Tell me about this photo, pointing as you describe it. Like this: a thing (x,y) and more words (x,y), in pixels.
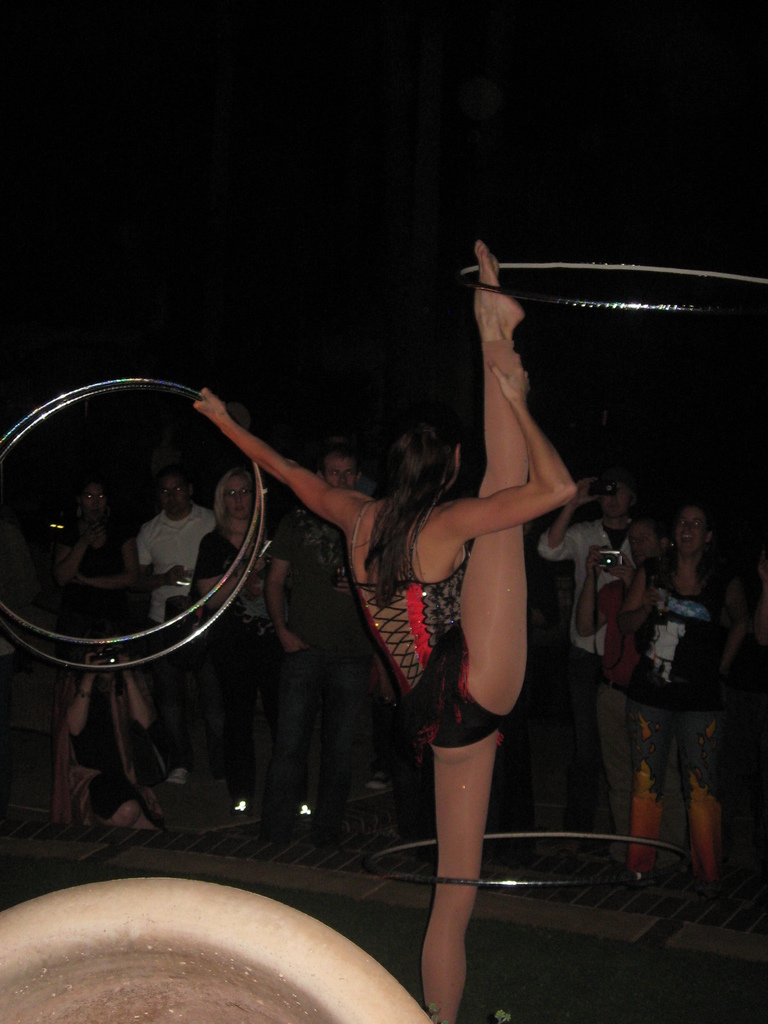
In the middle of the image (487,444) a woman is standing and holding rings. Behind her few people (721,709) are standing and holding cameras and watching.
